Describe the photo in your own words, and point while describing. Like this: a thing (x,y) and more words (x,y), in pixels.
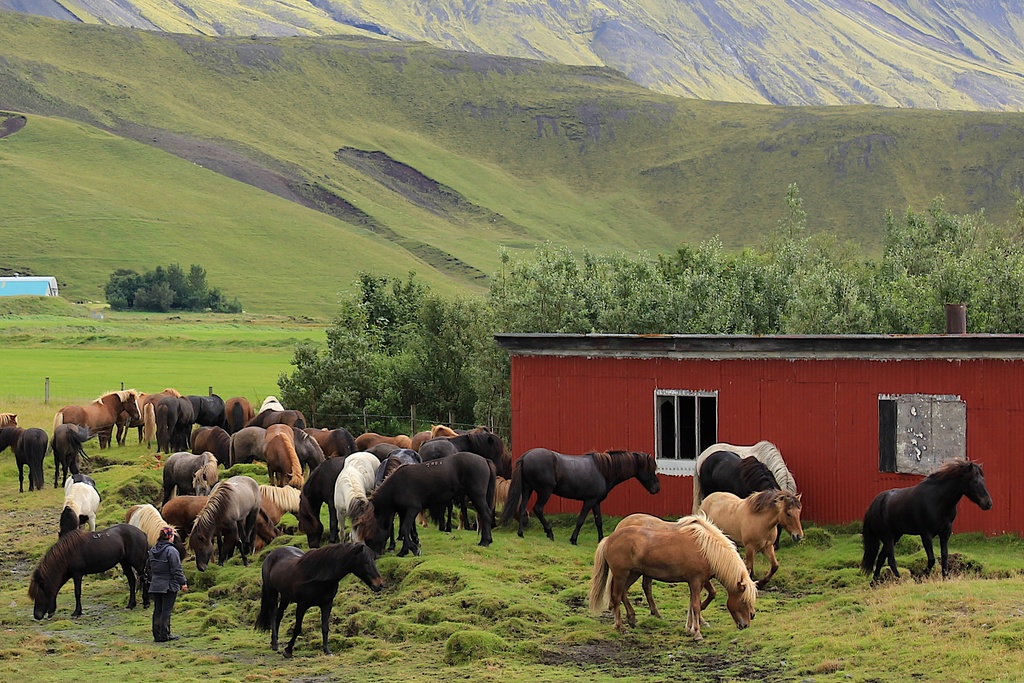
This image is taken outdoors. At the bottom of the image (134,644) there is a ground (403,624) with grass (808,618) on it. In the background (461,87) there are a few hills (188,86). In the middle of the image (495,361) there are a few trees (422,358) and there is a house (735,407) with a wall (854,438), windows (895,448) and a roof (805,344). There are many horses (21,448) on the ground (250,596) grazing grass (238,601) and a woman (181,571) is standing on the ground (158,648).
